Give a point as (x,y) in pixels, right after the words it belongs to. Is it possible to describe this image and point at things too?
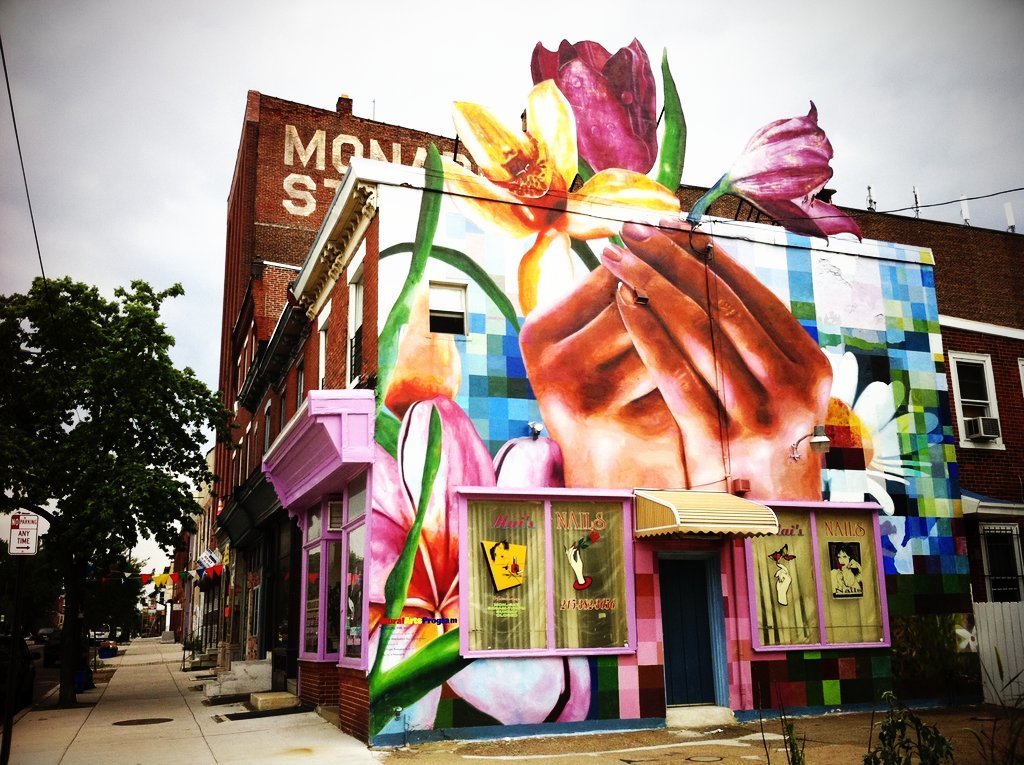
In this image there are buildings (428,572) and we can see a painting (699,468) on the wall (673,411). On the left (53,597) there are trees (78,394) and wires (9,89). In the background (707,91) there is sky (337,75).
